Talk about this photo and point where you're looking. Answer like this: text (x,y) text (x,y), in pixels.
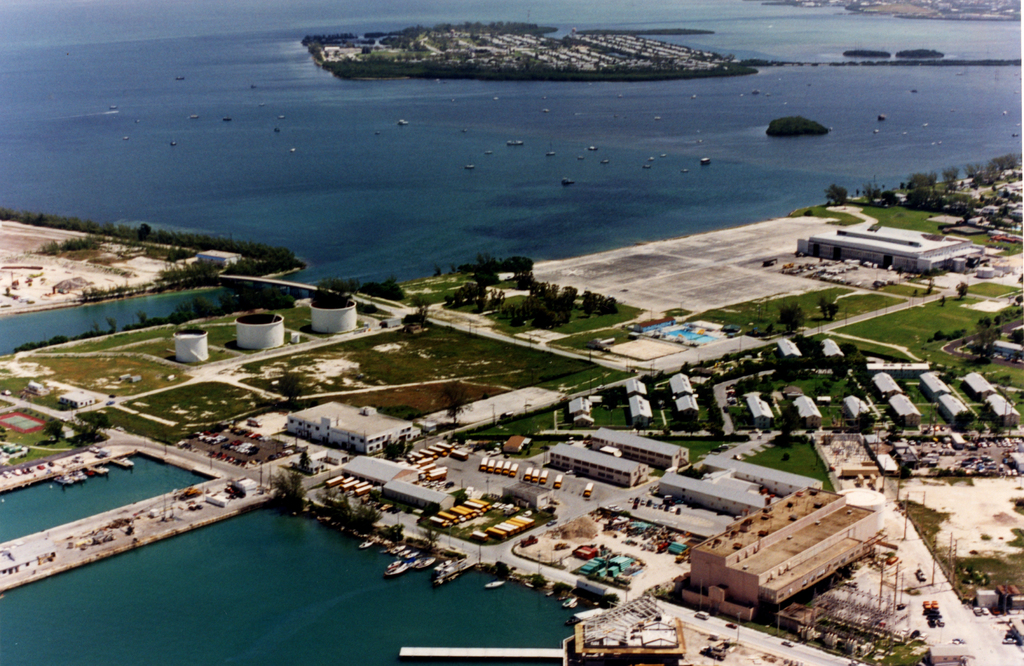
In this picture I can see the shed (765,401), buildings (744,530), roads (910,524), containers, bus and other objects (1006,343). On the right (939,357) I can see the trees (786,418), plants (813,345), grass (562,372), buildings (799,412), cars (1011,444), vehicles (983,439) and poles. In the background (625,128) I can see the ocean (636,110). At the top (683,66) I can see the island (340,66).
